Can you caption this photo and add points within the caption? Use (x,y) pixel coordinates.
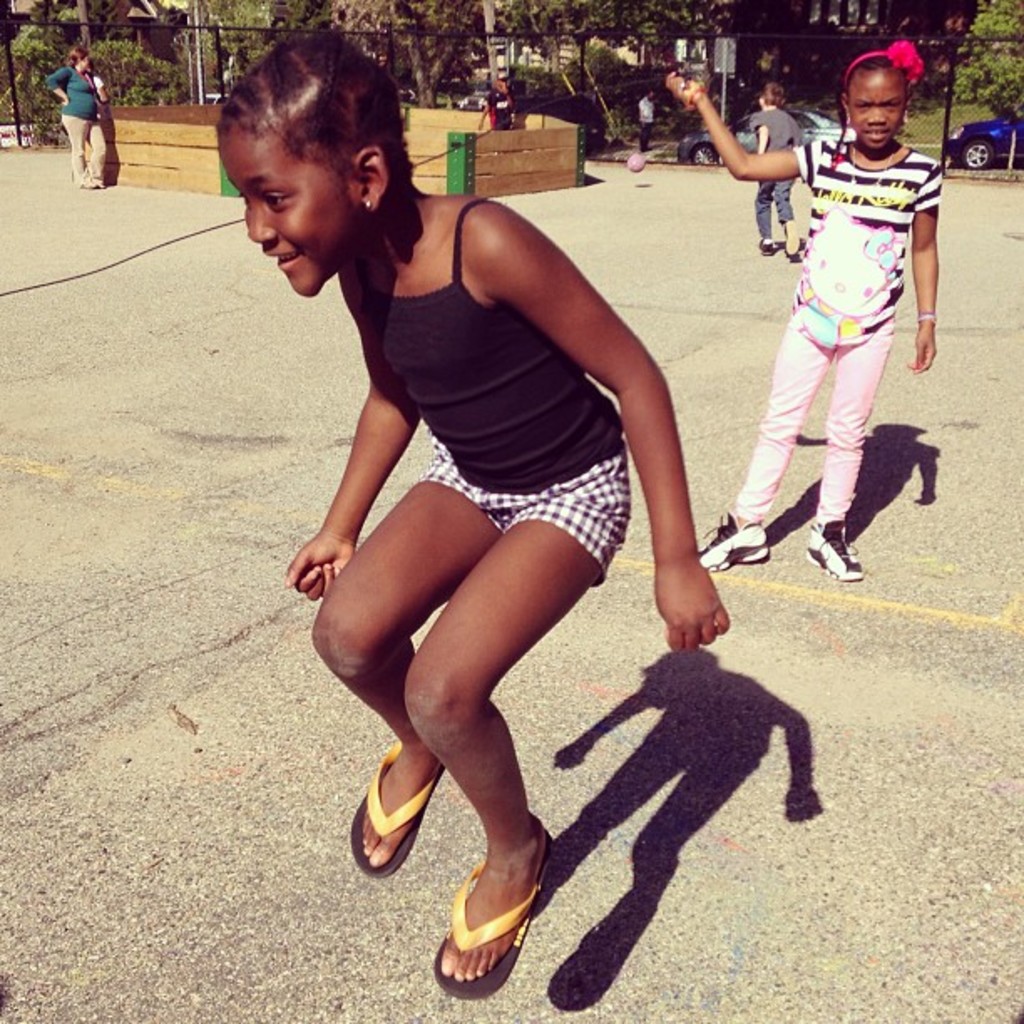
As we can see in the image there are few people (497,392) here and there, fence (801,67), trees (474,43) and in the background (985,142) there are cars (985,148).
